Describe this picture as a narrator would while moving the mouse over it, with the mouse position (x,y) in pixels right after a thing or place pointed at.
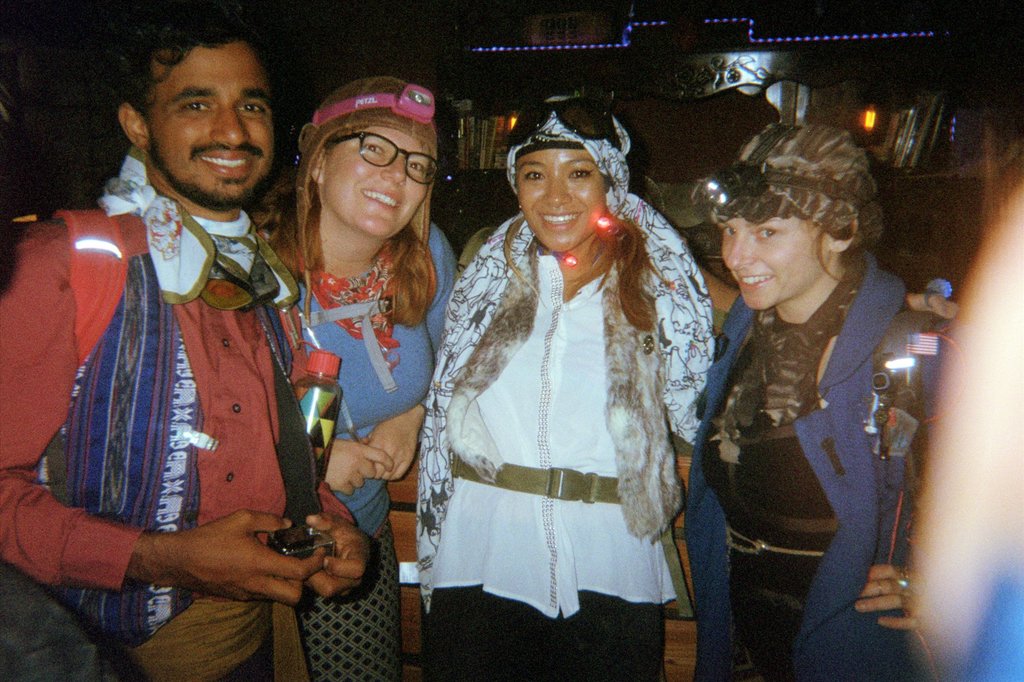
In this image I can see the group of people (510,345) with different color dresses (484,328). I can see one person (295,447) holding the bottle (322,430). I can see few lights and there is a black background (286,155).
